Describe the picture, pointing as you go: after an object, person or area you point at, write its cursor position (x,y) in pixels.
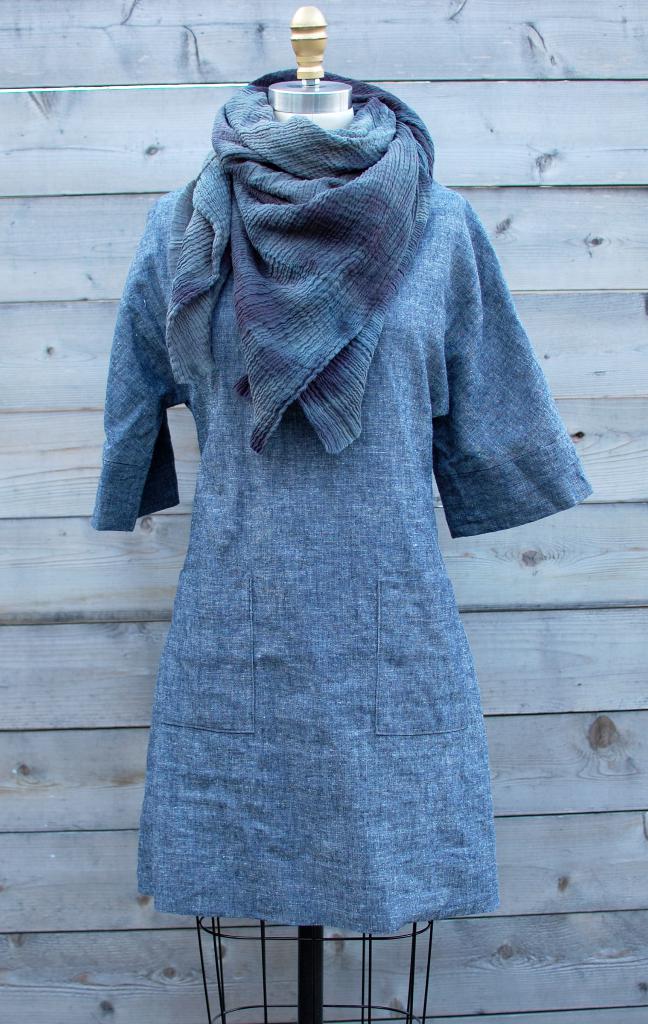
The picture consists of a dress (235,513) to a mannequin (306,49). The dress (293,603) is in blue color. In the background (31,141) there is a wooden wall (69,727).
